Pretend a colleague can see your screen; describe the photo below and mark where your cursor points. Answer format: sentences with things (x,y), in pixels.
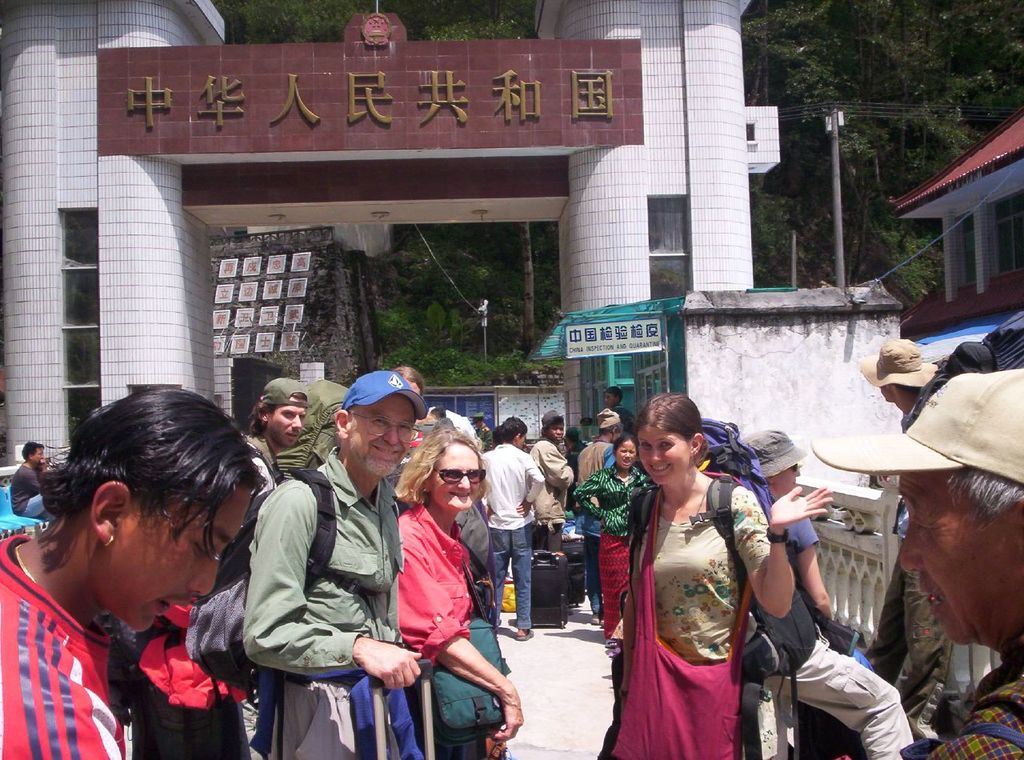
In this picture we can observe some people (406,546) standing. Three of them (361,435) were smiling. There are men (250,470) and women (439,498) in this picture. In the background (314,64) there is a building (662,237). On the right side (839,264) there is a pole (836,130). We can observe some trees (793,187).
